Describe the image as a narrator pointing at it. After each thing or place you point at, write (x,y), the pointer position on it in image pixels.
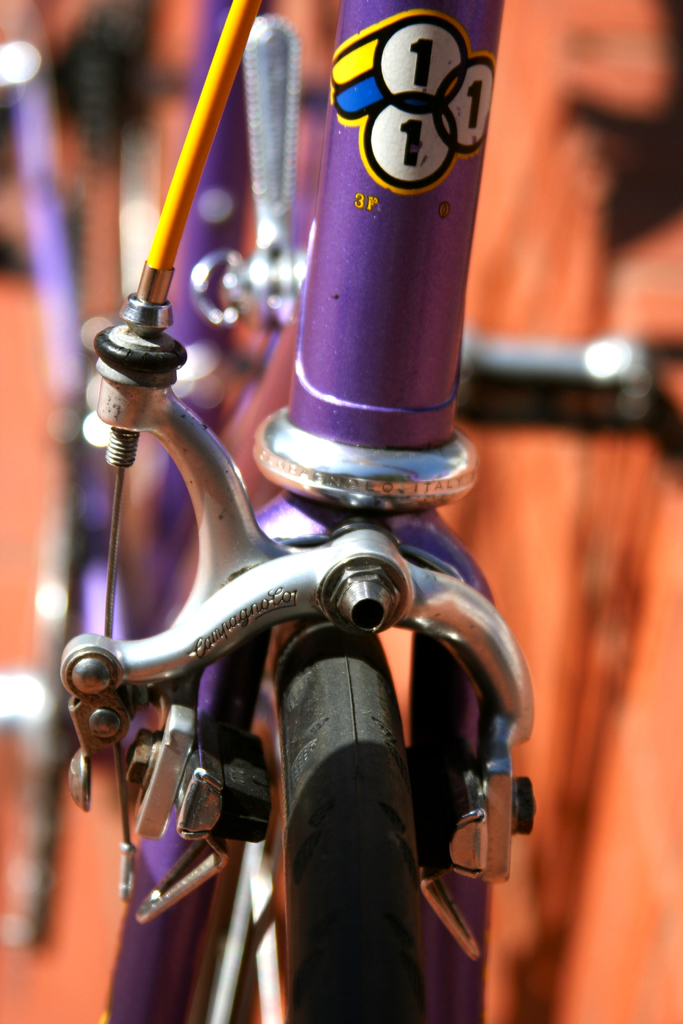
In the center of the image (232,589) we can see cycle front wheel brake arm (467,612).
